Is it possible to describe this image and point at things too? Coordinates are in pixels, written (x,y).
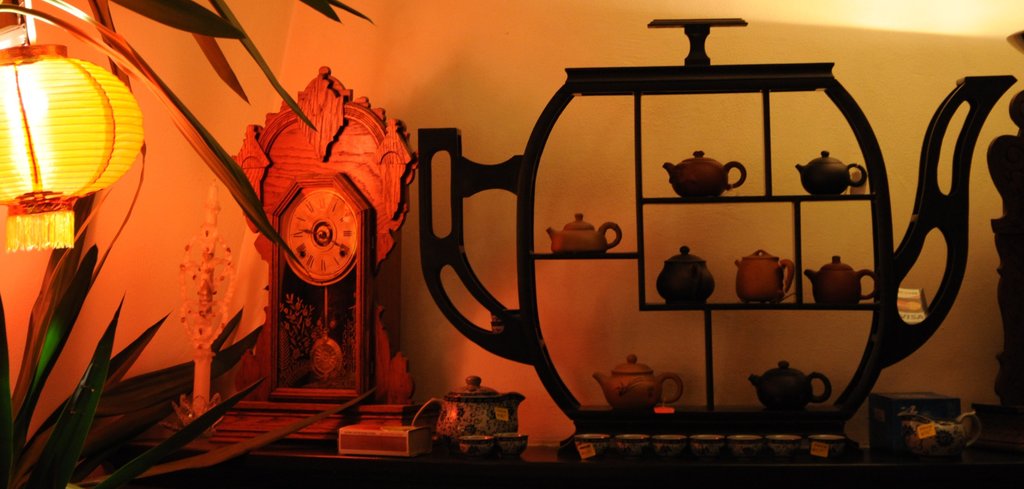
In this image I can see the shelf (491,173). In the shelf (538,145) there are many teapots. To the side I can see few more teapots (480,423) and the cups (658,442). To the left (312,313) I can see the clock (337,293), plant (6,398) and the lamp (58,108). In the background (513,29) I can see the wall (513,29).
